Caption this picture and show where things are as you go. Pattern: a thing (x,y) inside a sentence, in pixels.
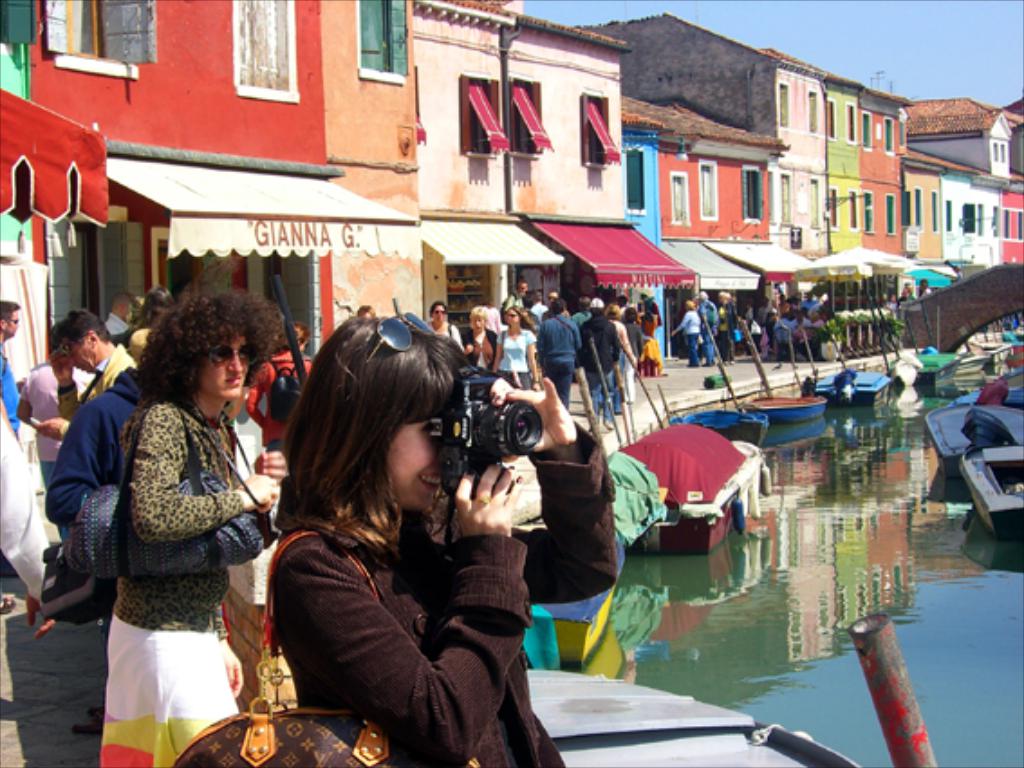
In the bottom right corner of the image (713,682) there is water (680,583), above the water (826,532) there are some boats (985,471). In the middle of the image (599,502) few people (572,467) are standing and walking and holding some bags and cameras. Behind them there are some buildings (493,71) and there is a bridge (932,333). At the top of the image (999,76) there is sky (567,5).
